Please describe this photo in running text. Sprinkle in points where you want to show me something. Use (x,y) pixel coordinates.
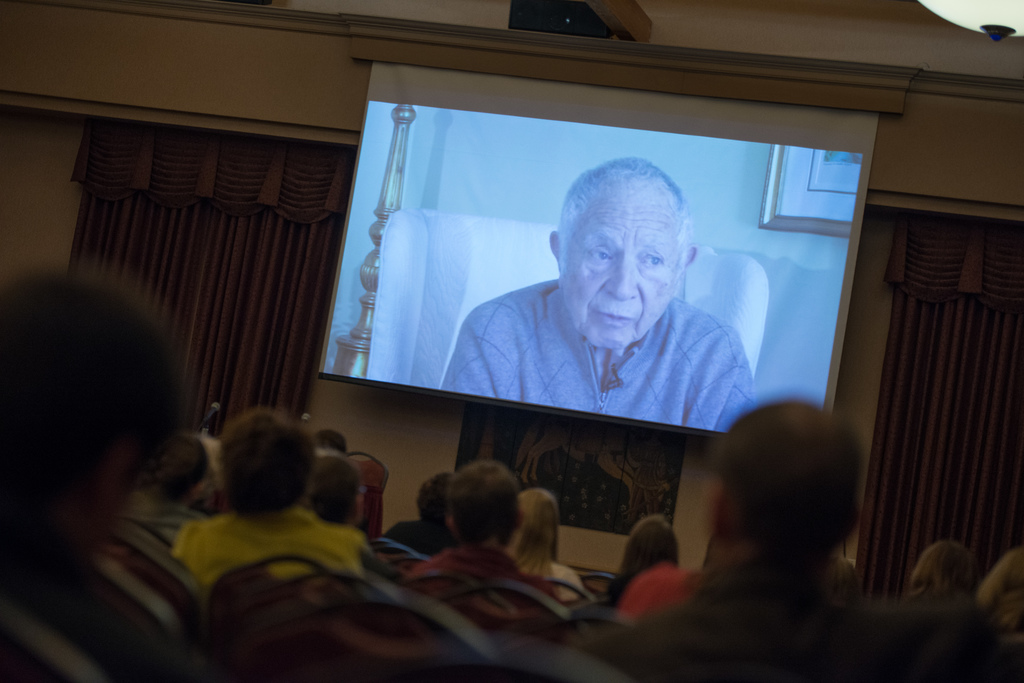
In this image we can see boys (176,538) and girls (176,538) are sitting on the chairs (323,635), in front of them one TV screen (741,410) is present. On TV screen (736,331) one man (685,369) is appeared, he is wearing sweater (549,342) and sitting on white sofa (440,280). Behind him one stand (389,181) is there. Beside the screen (384,306) curtain (184,238) is present.
